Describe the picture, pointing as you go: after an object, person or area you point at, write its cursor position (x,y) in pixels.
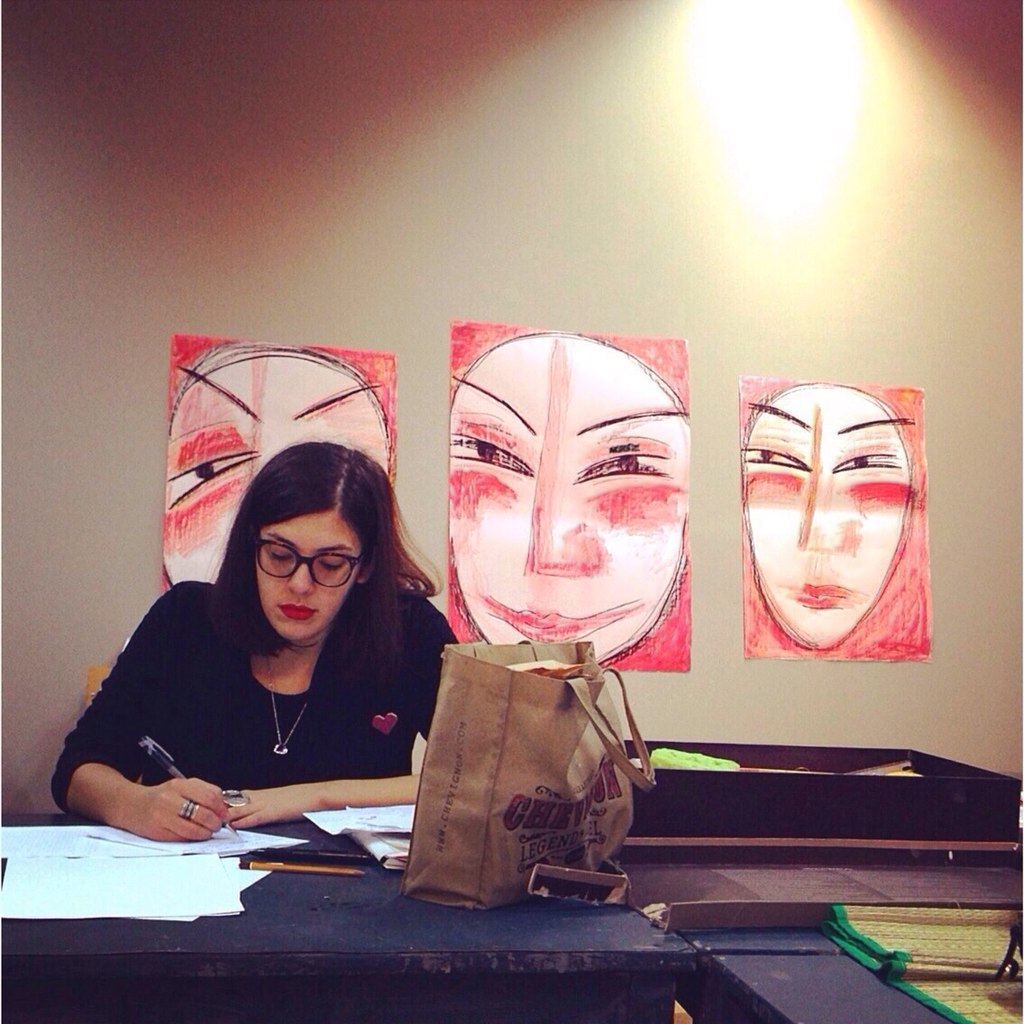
This is the Picture of a lady (301,684) who is sitting on the chair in front of the table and on the table (114,884) we have some papers (221,849) and a bag (515,813) and behind her there are three posters (491,394).
